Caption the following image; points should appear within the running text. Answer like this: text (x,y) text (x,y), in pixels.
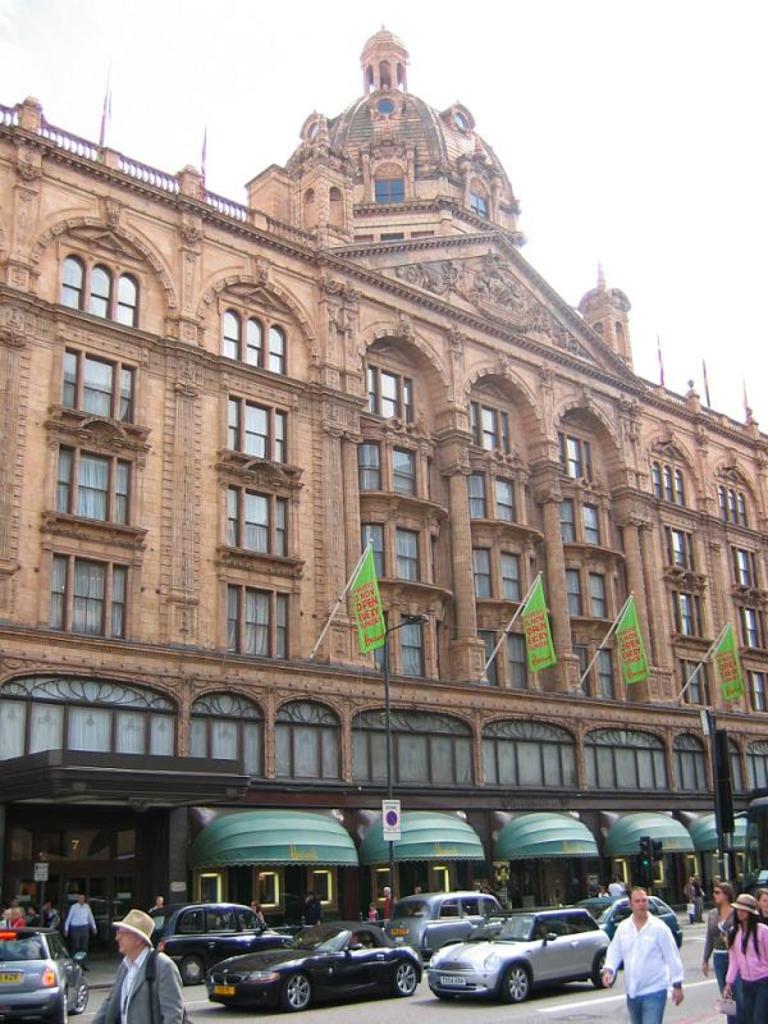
In this picture we can see cars (540,943) and some people (175,964) walking on the road (696,948), building (706,888) with windows (751,631), signboard (394,834), flags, traffic signal light (647,869) and in the background (79,77) we can see the sky (485,58).
